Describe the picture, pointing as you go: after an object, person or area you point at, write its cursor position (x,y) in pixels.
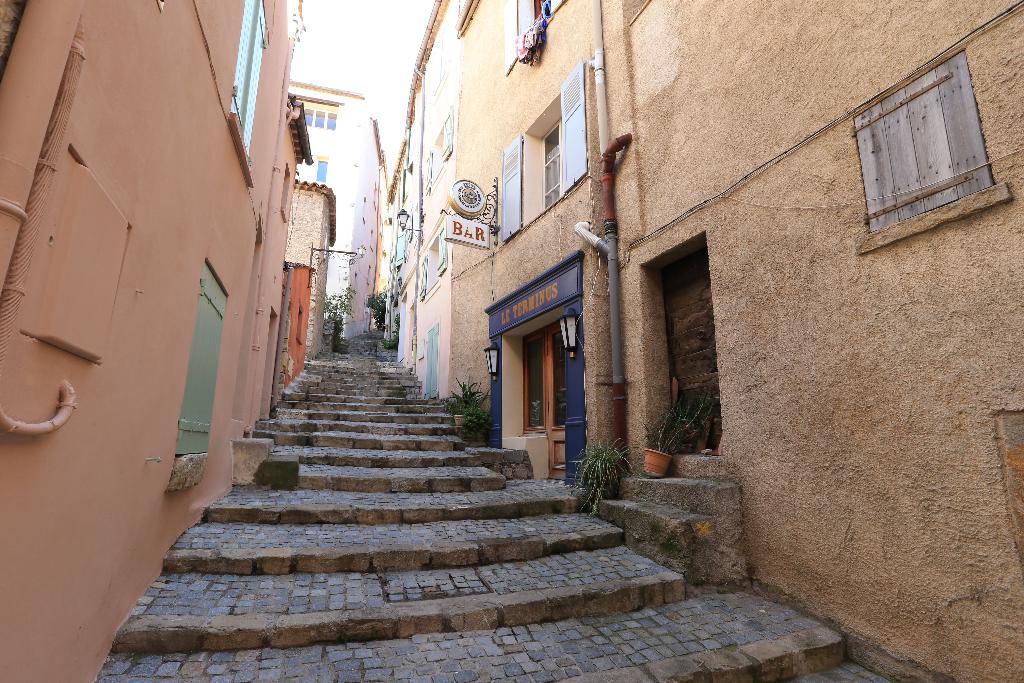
On either side of the stairs (353,395) we can see the buildings (346,241), windows (205,285), pipes (422,224). On the right side of the picture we can see the boards (480,238), lights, pots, plants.
